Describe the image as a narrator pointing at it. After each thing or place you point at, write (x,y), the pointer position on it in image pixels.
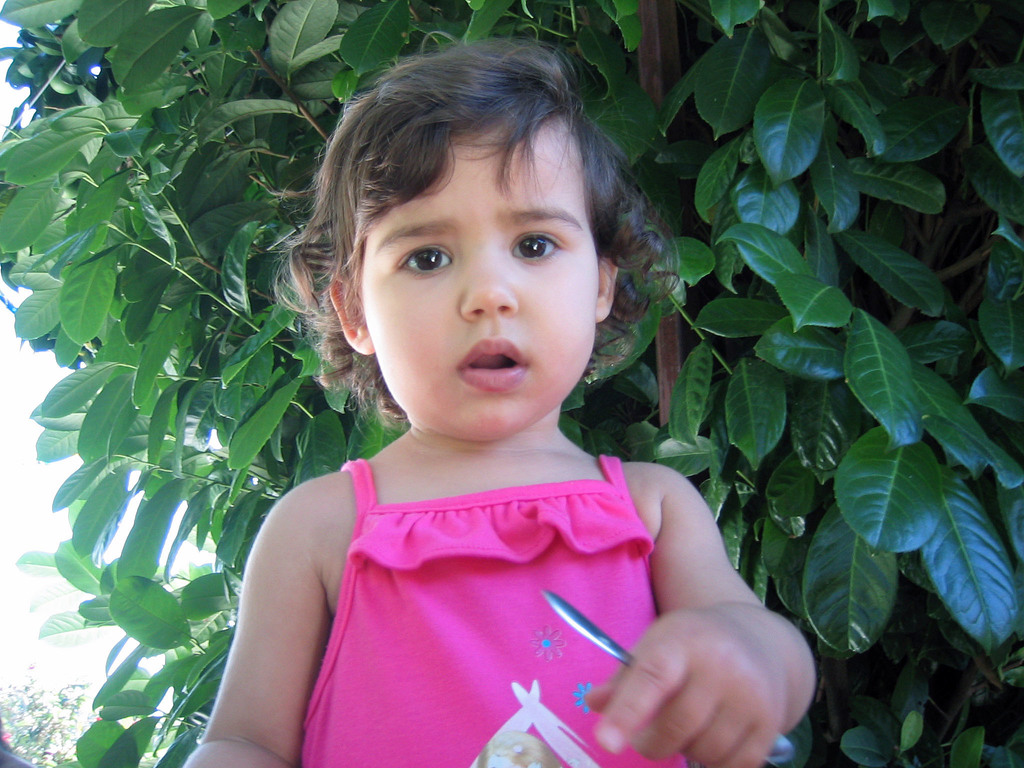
In this picture, we can see a child (436,514), and we can see some plants (106,713) in the background (89,753).
